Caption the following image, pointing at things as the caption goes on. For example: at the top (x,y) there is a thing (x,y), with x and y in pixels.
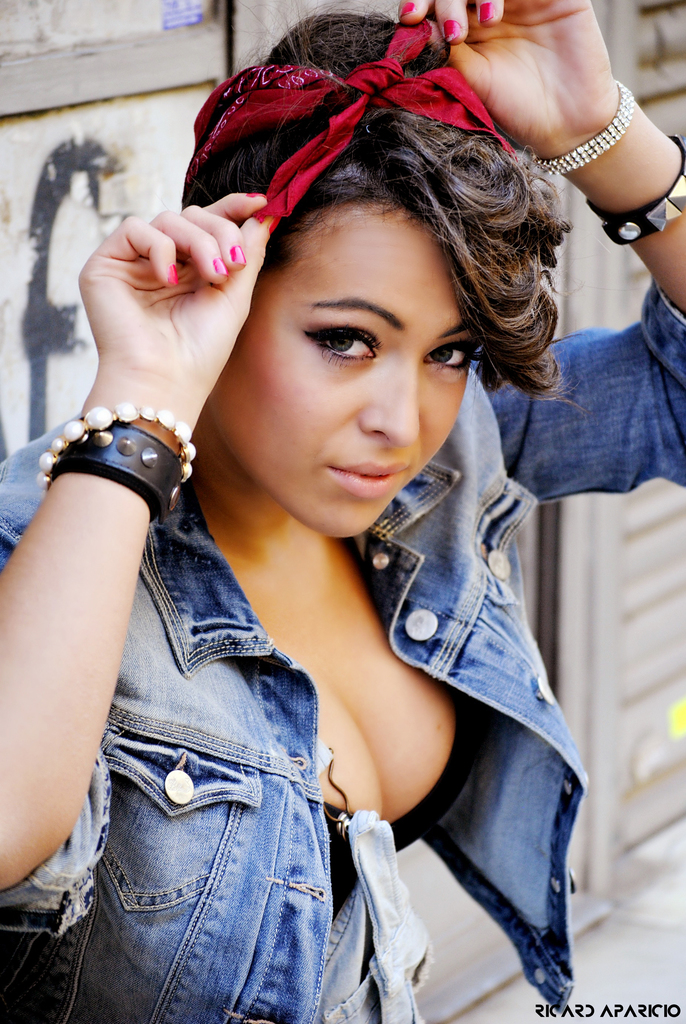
In this picture we can see a woman (527,173) wearing a denim jacket (501,461). She is holding a red color hair band (465,103) with her hands (223,249). We can see bracelets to her hand (564,3). In the background (641,10) we can see the wooden wall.
